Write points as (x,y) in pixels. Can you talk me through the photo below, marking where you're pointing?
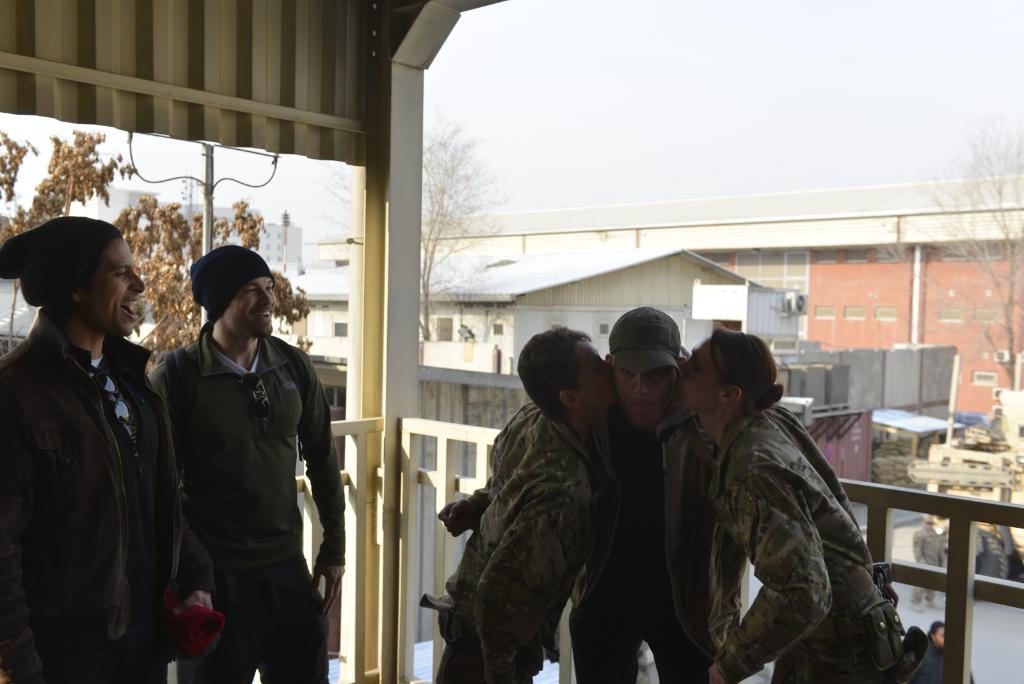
In this picture there is a man (672,377) standing in the front (593,560), beside there is a woman (719,432) and a man (587,398) kissing to him. On the left side (73,482) there are two friends (230,473) standing and laughing on him. Behind there are some building (636,288) with roof tiles (499,286).
